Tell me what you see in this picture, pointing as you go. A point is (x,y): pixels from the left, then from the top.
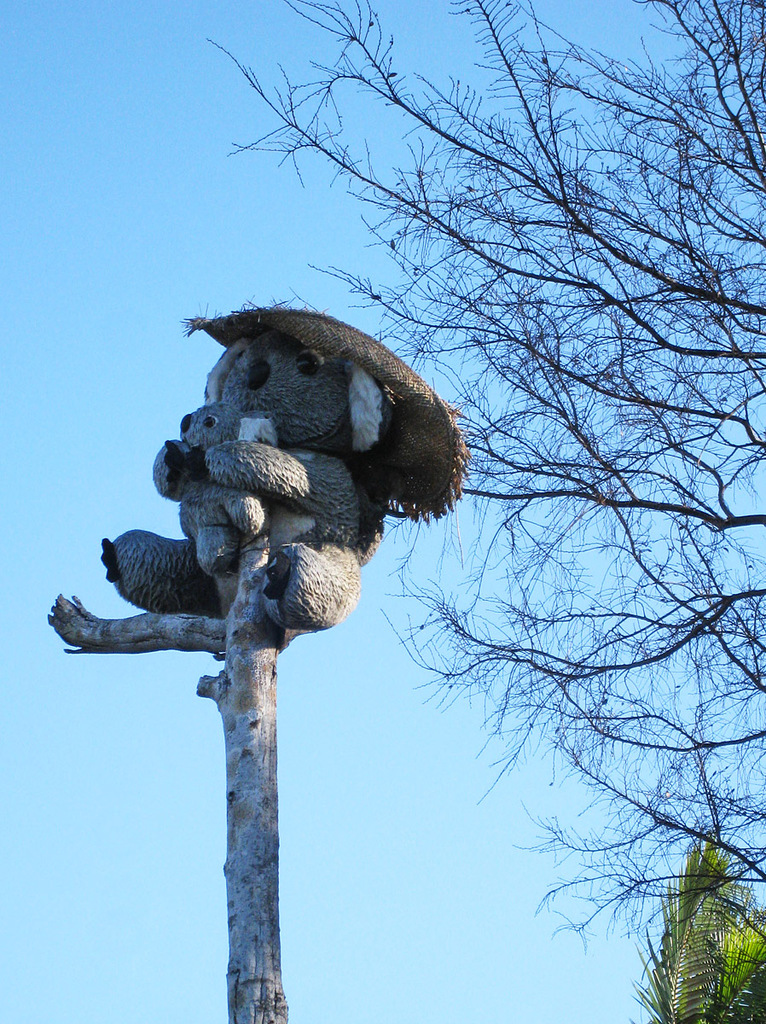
In this image we can see the wood (159,622), on the wood (247,789) we can see a teddy bear (241,390), there are some trees (701,970) and in the background (278,197) we can see the sky (182,159).
